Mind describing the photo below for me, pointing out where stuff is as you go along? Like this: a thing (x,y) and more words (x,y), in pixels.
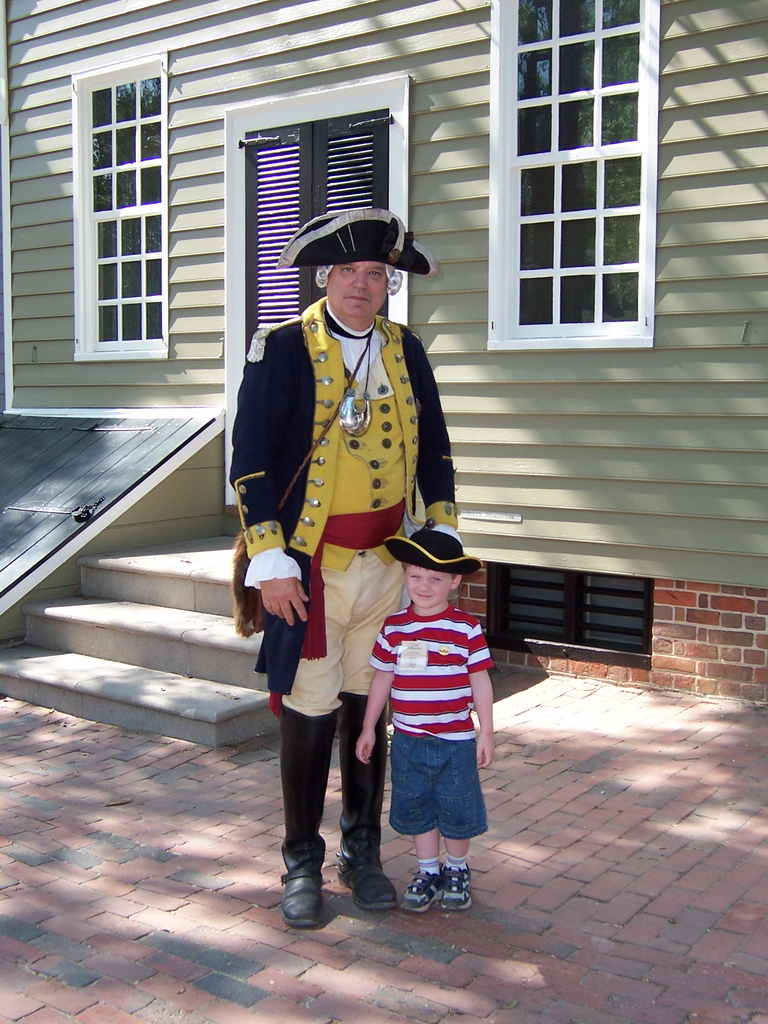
There is a man (374,246) and a small boy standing in the foreground area of the image (324,388), there are stairs (132,636) and a house (313,126) in the background (260,115).
